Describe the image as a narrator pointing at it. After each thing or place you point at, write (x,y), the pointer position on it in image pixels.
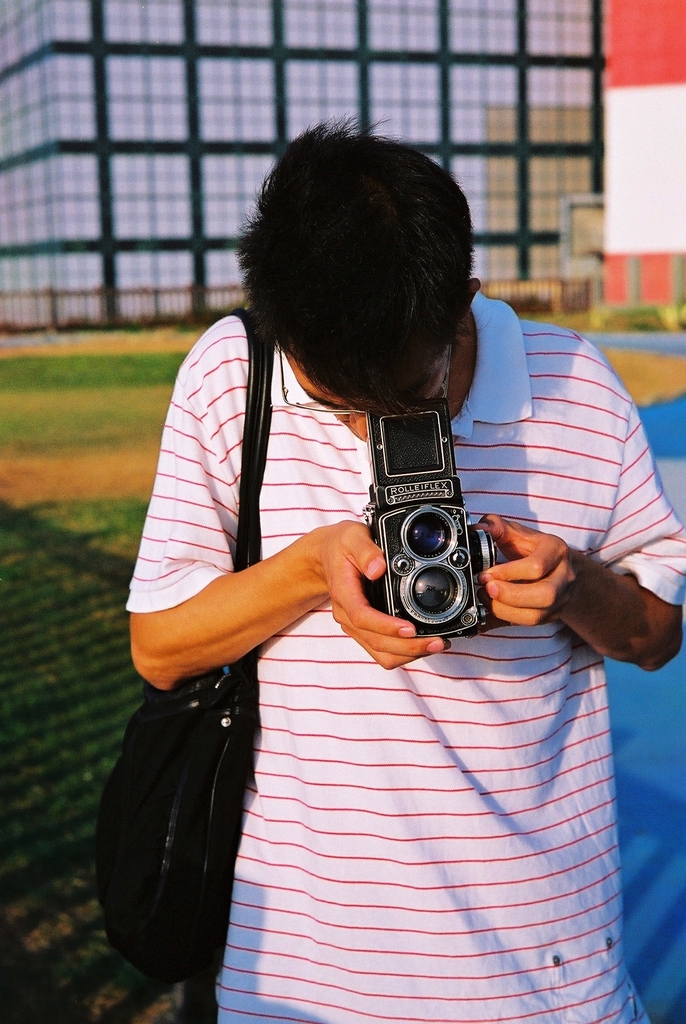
There is a man (266,840) standing and carrying bag (204,718) and holding a camera (385,531) and we can see grass (123,506). In the background (372,55) we can see fence (144,319) and building (176,284).
